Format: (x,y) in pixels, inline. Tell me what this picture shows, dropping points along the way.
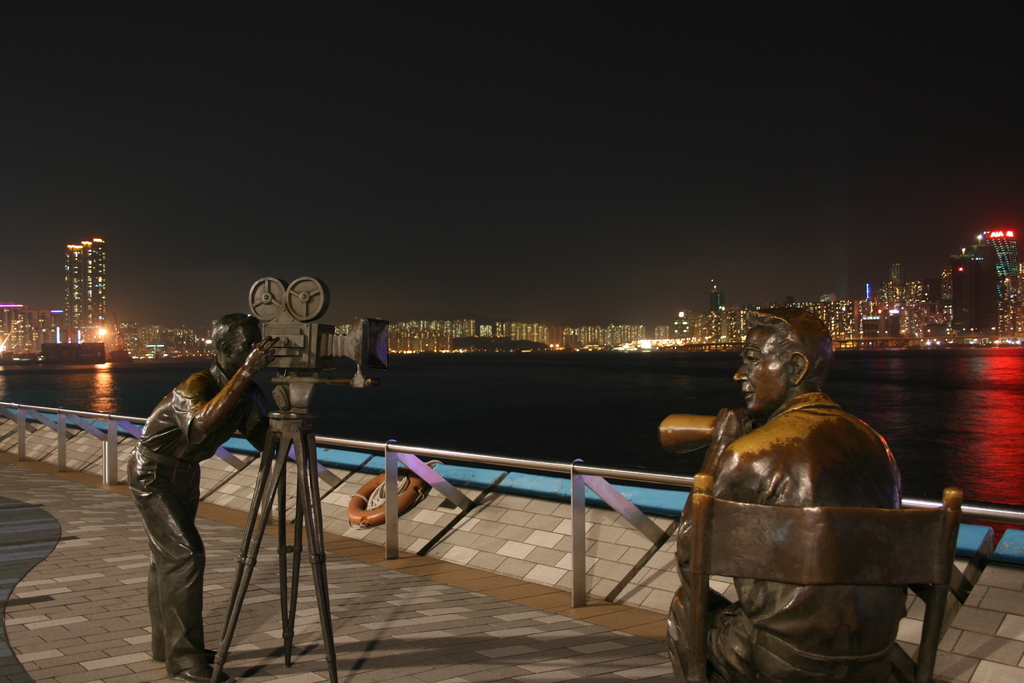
In the picture I can see sculptures (308,449) of men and other things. In the background (474,412) I can see fence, water (589,448), buildings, lights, the sky (378,105) and some other things (483,346).
